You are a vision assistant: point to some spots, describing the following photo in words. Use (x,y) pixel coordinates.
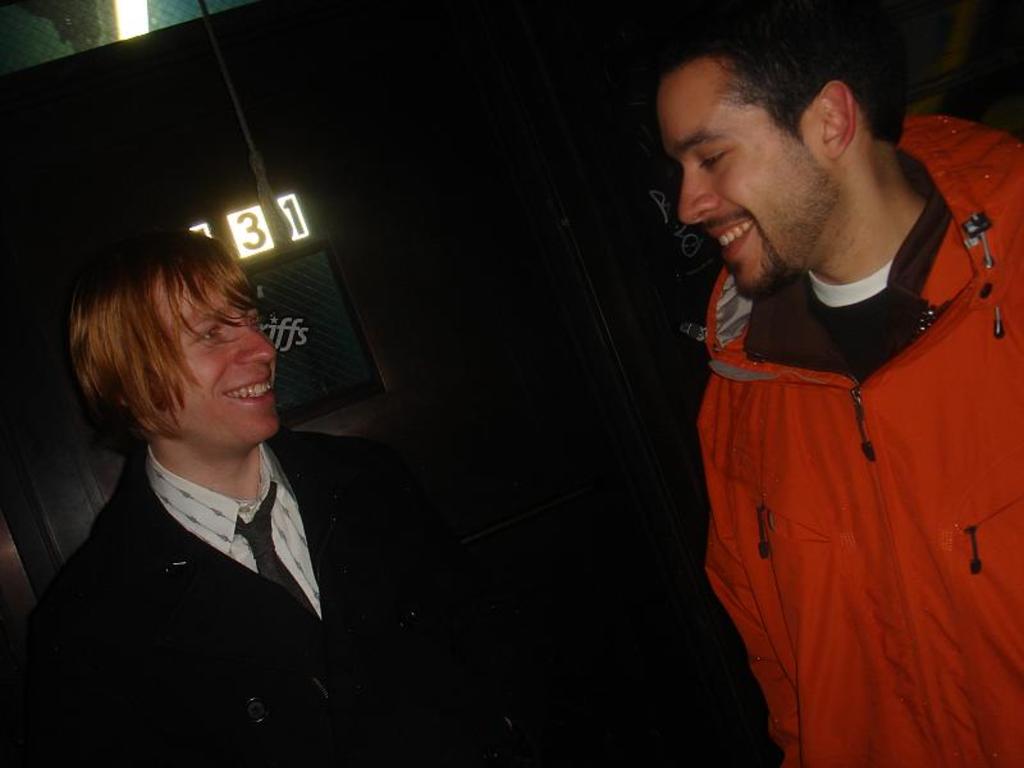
On the right side of the image (876,490) we can see a man (945,743) is standing and smiling and wearing a jacket (793,358). On the left side of the image (153,328) we can see a man (233,536) is standing and smiling and wearing a suit (160,612). In the background of the image (298,48) we can see the wall (368,269), boards (313,266) and text (204,232).
